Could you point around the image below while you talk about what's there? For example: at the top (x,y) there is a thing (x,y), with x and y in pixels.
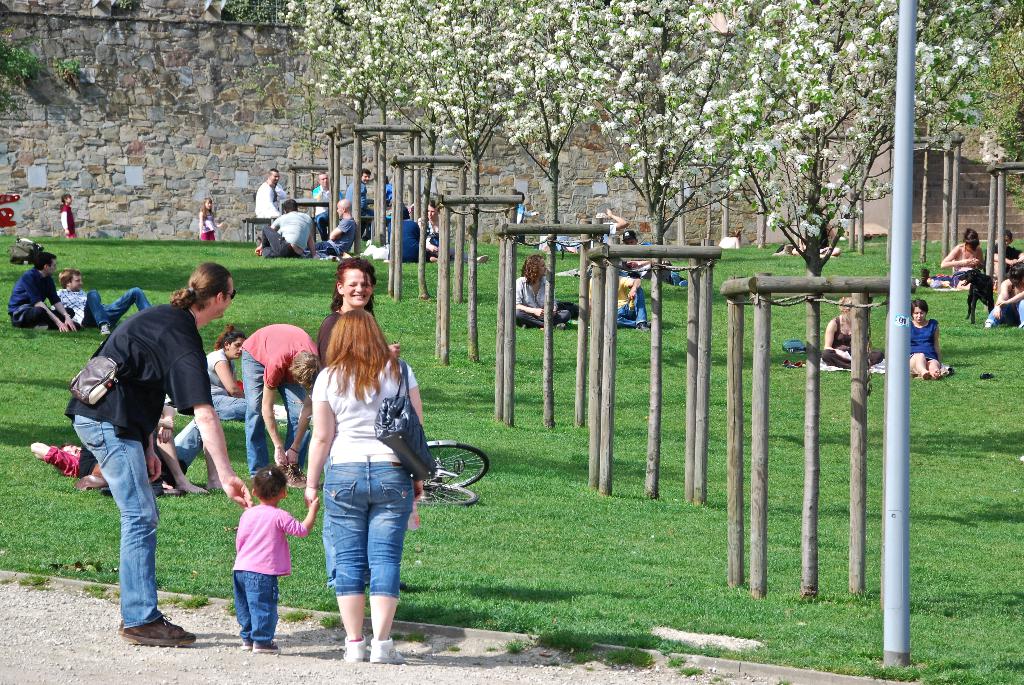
This picture describes about group of people (305,379), few are seated on the grass (210,341) and few are standing, in the background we can see few trees (853,165), flowers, pole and a bicycle (446,460).
